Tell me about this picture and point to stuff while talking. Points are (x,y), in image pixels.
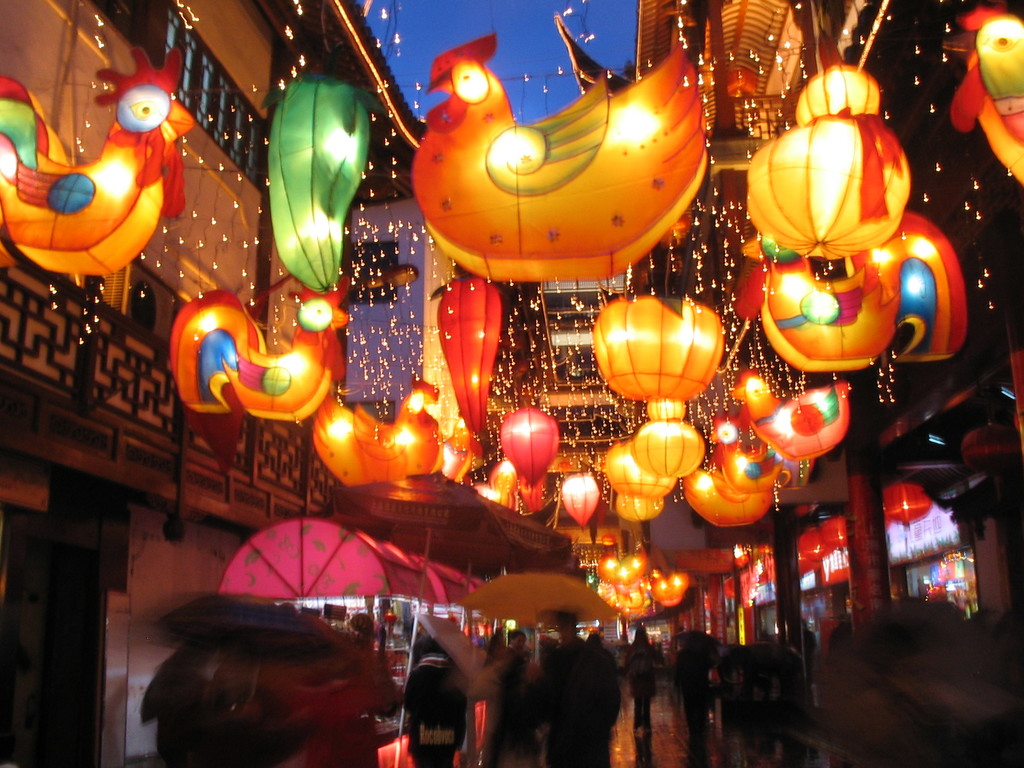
In this image I can see number of people (476,686) on the bottom side (446,725) and I can see few of them are holding umbrellas (419,619). On the top side of this image (608,181) I can see number of lights (1020,74), decorations (377,467) and few buildings (66,431). I can also see the sky (551,52) in the background (622,30).
